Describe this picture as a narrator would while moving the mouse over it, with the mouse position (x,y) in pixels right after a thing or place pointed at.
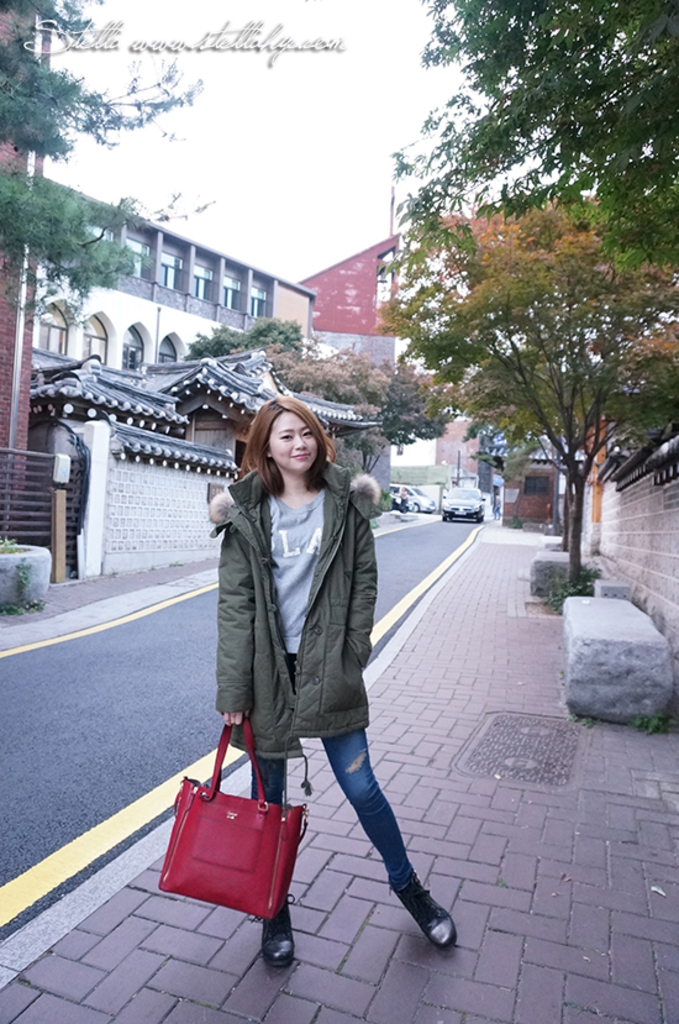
This picture is taken on the road side (482,801), In the middle (304,618) there is a woman (315,629) she is standing and holding a bag (234,858) which is in red color, In the left side (46,726) there is a road (77,712) in black color, In the right side (513,430) there is a tree (551,344) which is in green color and there is a stone (597,632) in white color.
